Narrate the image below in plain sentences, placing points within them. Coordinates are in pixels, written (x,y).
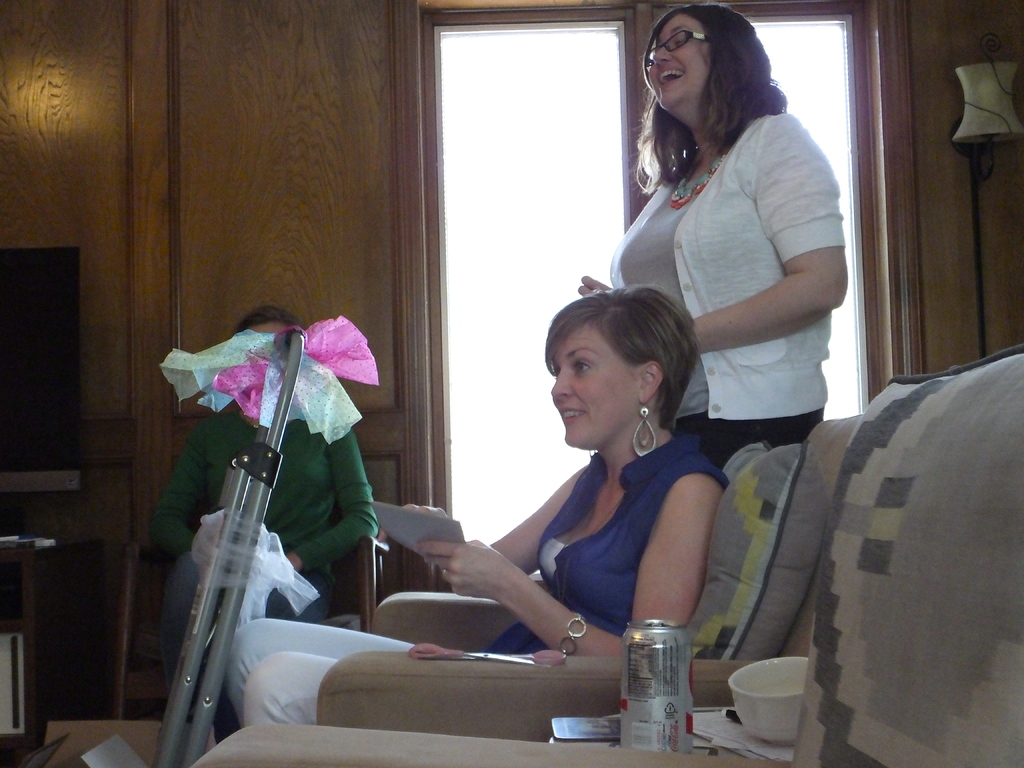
In this image there is a woman (596,456) sitting on a chair (448,605) is holding some papers (421,549) in her hand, in front of the woman (237,640) there is a stand (224,647), beside the woman (323,649) there is a coke can (647,694), a cup (752,687), a mobile phone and some papers (713,729) on a table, beside the table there is another sofa chair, behind the woman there is another woman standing with a smile on her face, on the other side there is another woman (280,502) sitting in a chair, beside the woman (251,434) there is a television (37,407), to the left of the woman (355,435) there is a glass window (544,216), beside the window (552,206) there is a lamp (1003,84).
